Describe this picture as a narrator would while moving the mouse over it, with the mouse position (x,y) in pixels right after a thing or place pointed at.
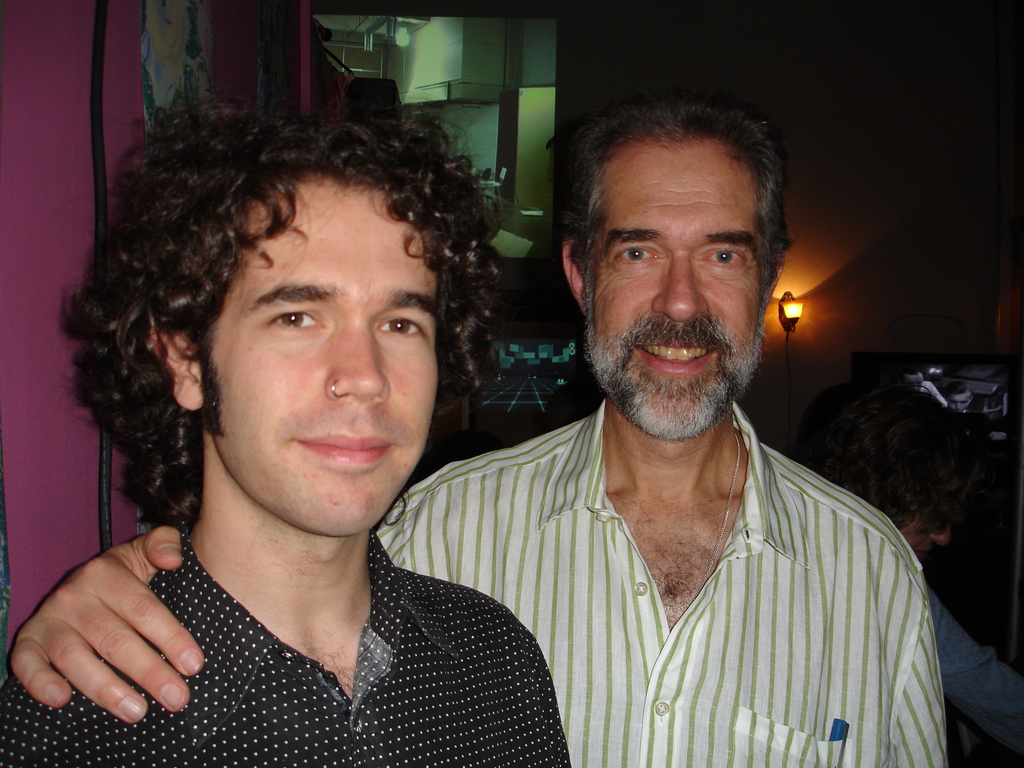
In the foreground of this image (327,527), there are two men (608,670) standing and behind them, there is another person (954,638), a pink color object (17,449) on the left (31,426), a screen (952,383) and a light (787,313) on the wall (815,294). In the background (814,292), there is a light (405,38) and remaining objects (447,66) are not clear.
